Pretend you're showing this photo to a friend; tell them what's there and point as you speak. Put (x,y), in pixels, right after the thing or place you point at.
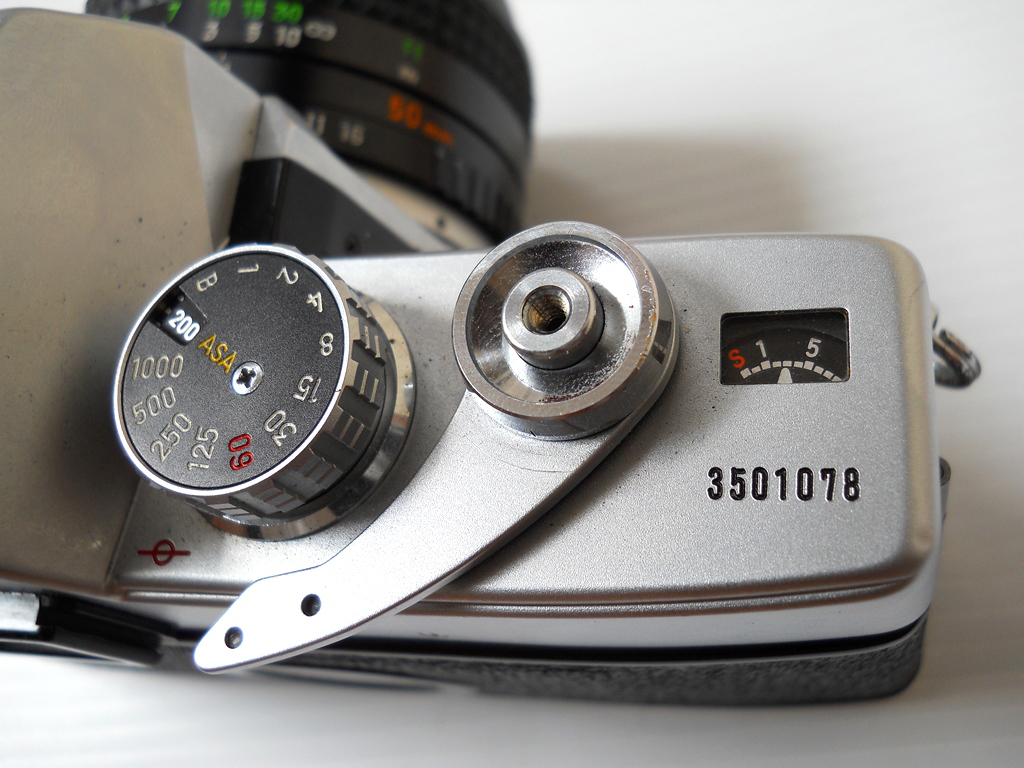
In this image we can see a camera (376,183) with numbers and it is on a white surface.
